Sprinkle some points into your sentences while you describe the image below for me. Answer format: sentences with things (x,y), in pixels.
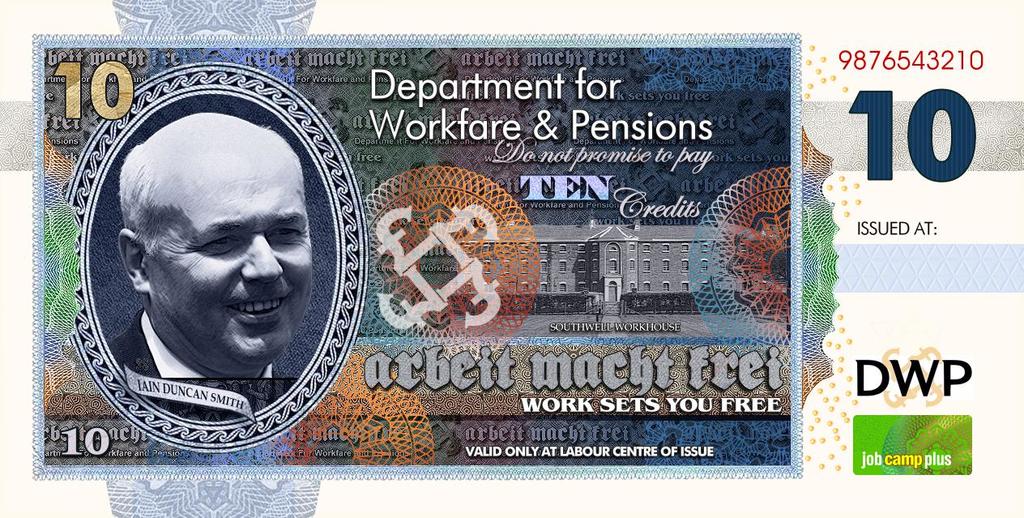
In this image, we can see a currency note (236,406) with numbers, and some text (372,362). On the left side (240,320), we can see a person (173,337) is smiling. In the middle of the image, we can see a building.
